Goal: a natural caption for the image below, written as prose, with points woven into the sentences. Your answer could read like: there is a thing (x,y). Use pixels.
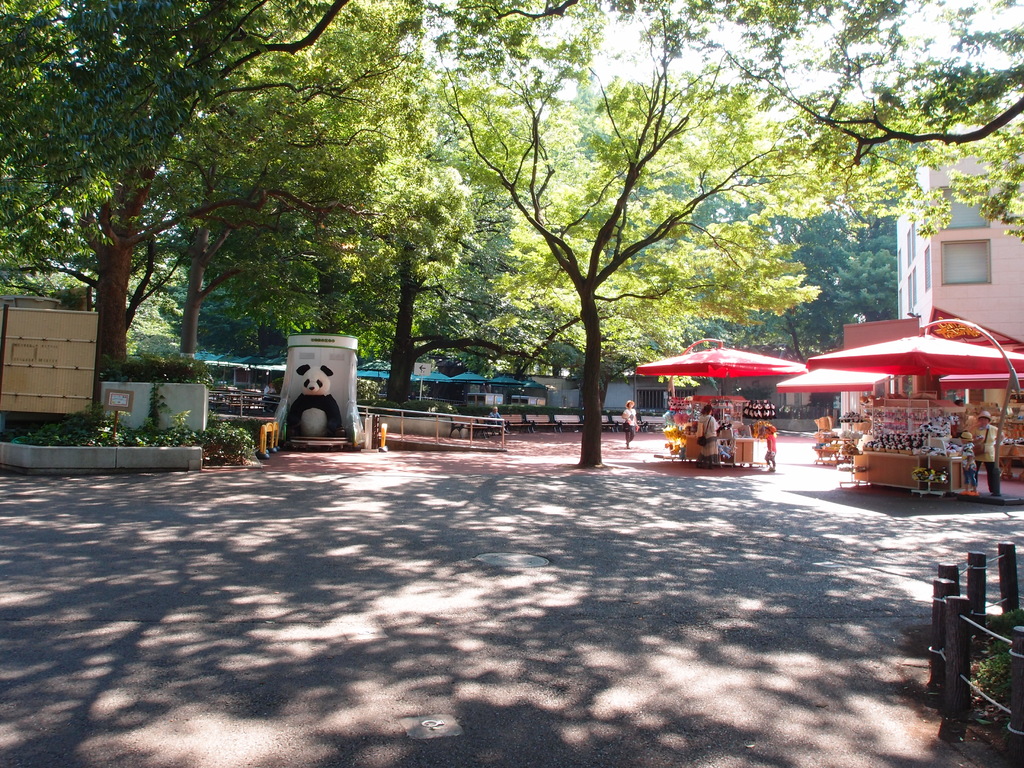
In this image there is a floor (548,598) in the bottom of this image (502,651) and there are some trees (479,281) on the top of this image (573,241), and there is one building (927,296) on the right side of this image (947,316). There are some persons (771,467) standing at the shops (736,410) on the right side of this image (707,400).
